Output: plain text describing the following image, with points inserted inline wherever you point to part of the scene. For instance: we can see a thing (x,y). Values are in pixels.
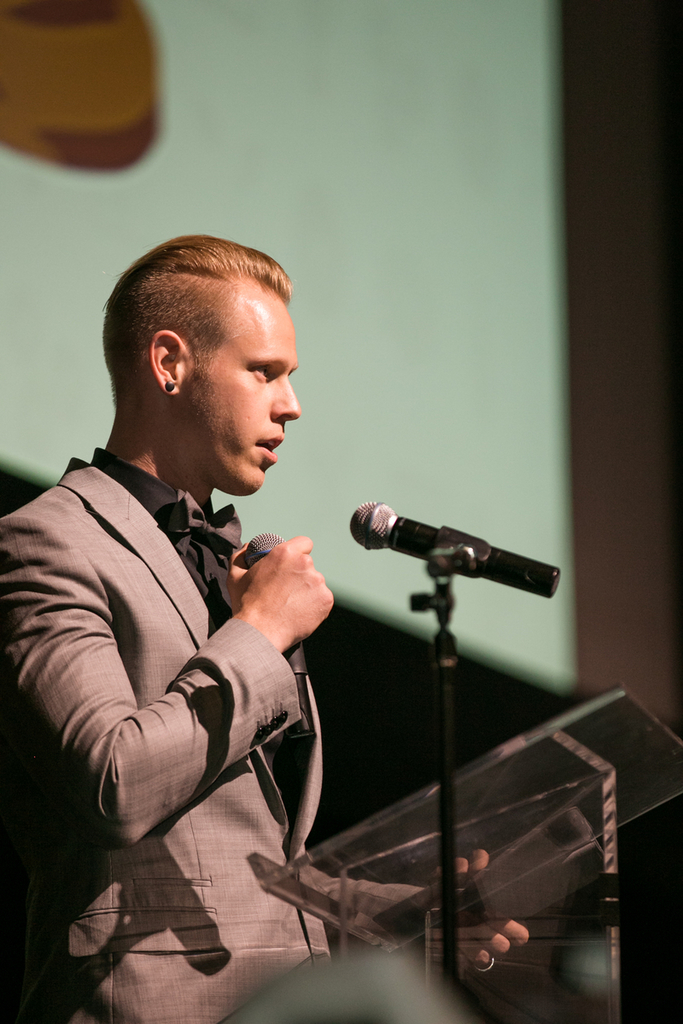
In this image I see a man (173,529) who is holding a mic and he is standing in front of a podium (295,889) and I can also see that he is wearing a suit (31,1016).
